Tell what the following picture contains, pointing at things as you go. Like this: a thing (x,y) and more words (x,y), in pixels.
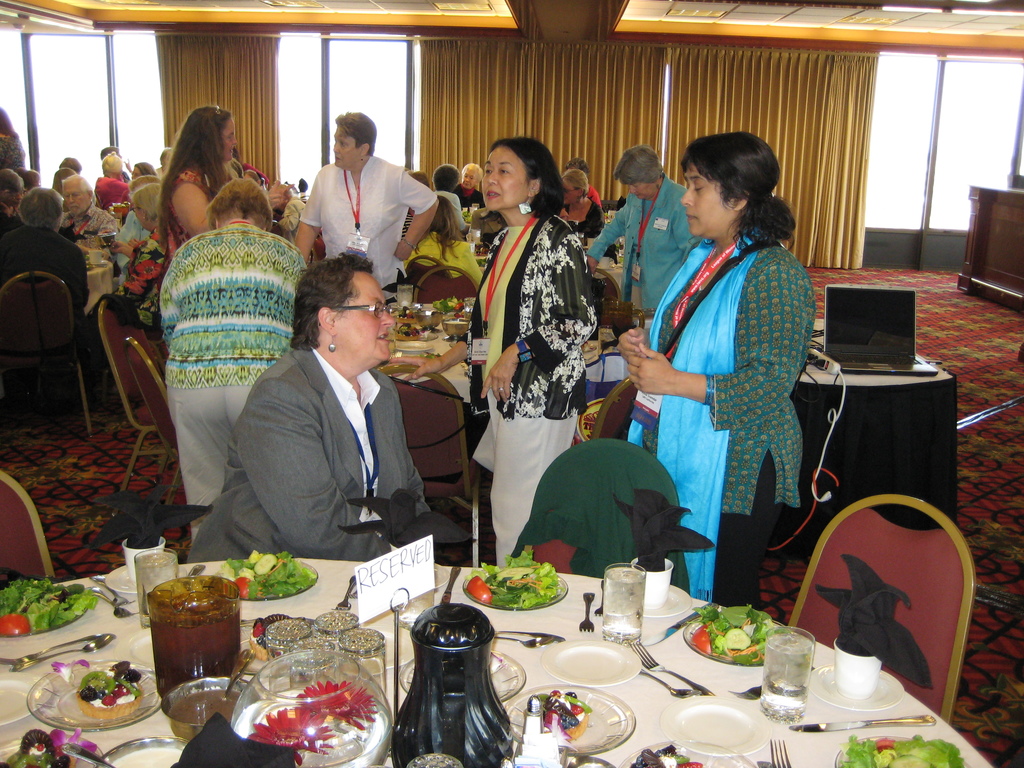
In this picture we can see a bowl (196,719), bottles (487,764), glasses (785,695), spoons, food items (261,656) in plates (730,714), houseplants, cups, fork (352,578), knife (908,718) and few other objects (189,593) on the table (779,736). There are few people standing and a group of people (20,260) are sitting on the chair (23,290) in the background (20,276). We can see some curtains (501,61) and a wooden desk (1000,225) on the right side (1003,260). A carpet (1003,465) is visible on the floor (1003,465).
